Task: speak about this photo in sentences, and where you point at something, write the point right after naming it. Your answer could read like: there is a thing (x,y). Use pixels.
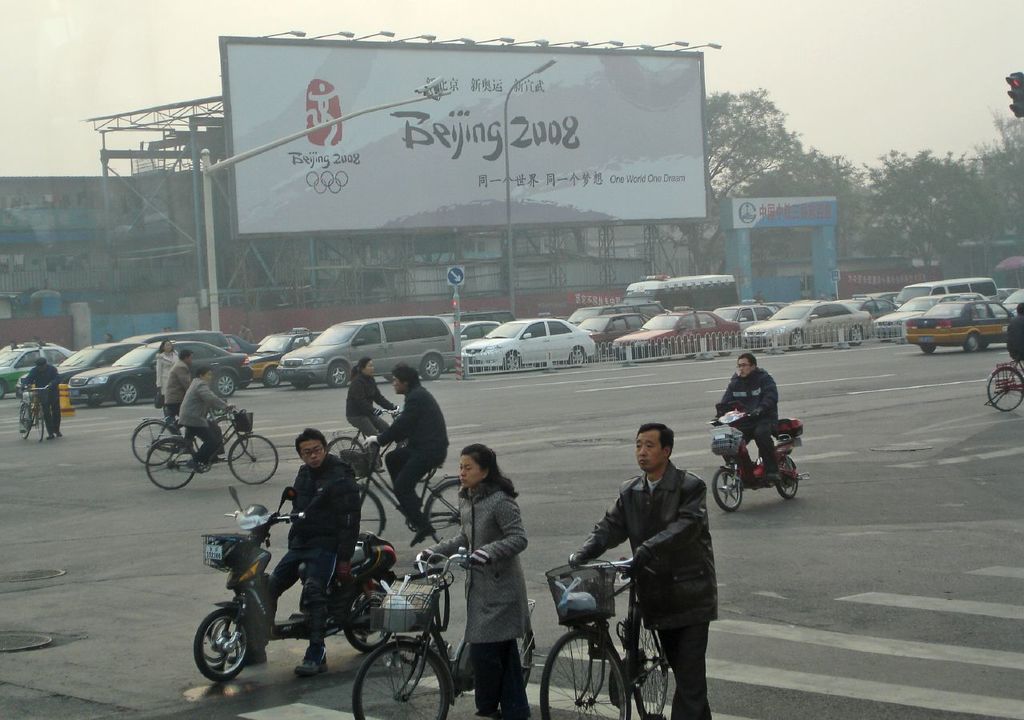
In this image I can see a group of people (173,403) among them few are riding bike vehicles (245,614) and some are walking along with the cycles (531,657). Here we have a hoarding (429,120) of advertisement (407,121) and couple of trees (728,175).
